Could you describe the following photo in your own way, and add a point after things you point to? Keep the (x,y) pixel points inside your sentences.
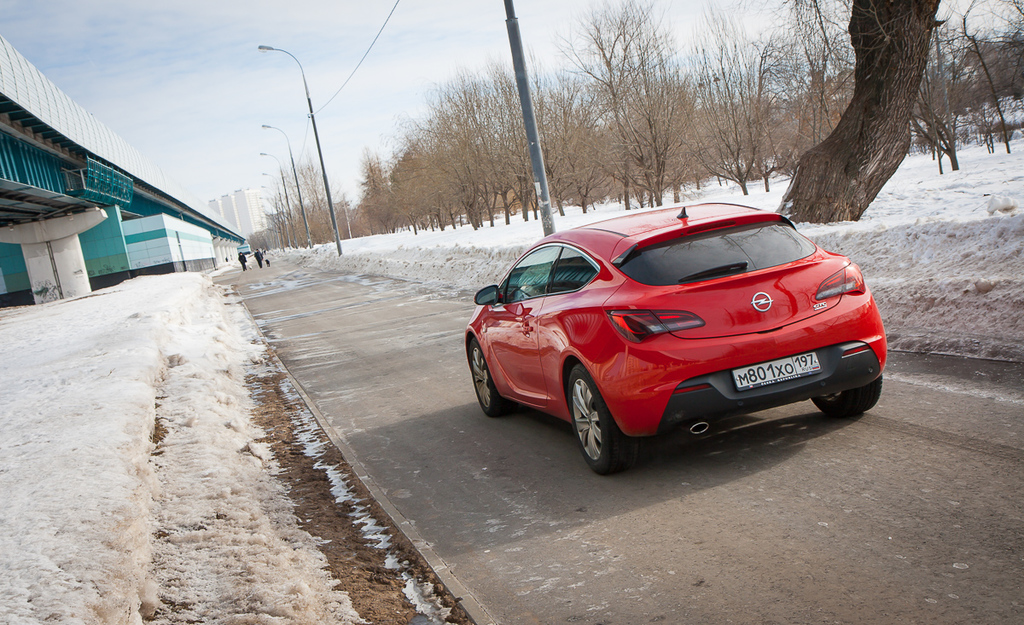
In this image we can see a red color vehicle (631,420) on the road (579,489), there are some poles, lights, trees (670,137), buildings (153,245), people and snow (143,396), in the background (294,94) we can see the sky (464,44) and also we can see a bridge (234,235).
